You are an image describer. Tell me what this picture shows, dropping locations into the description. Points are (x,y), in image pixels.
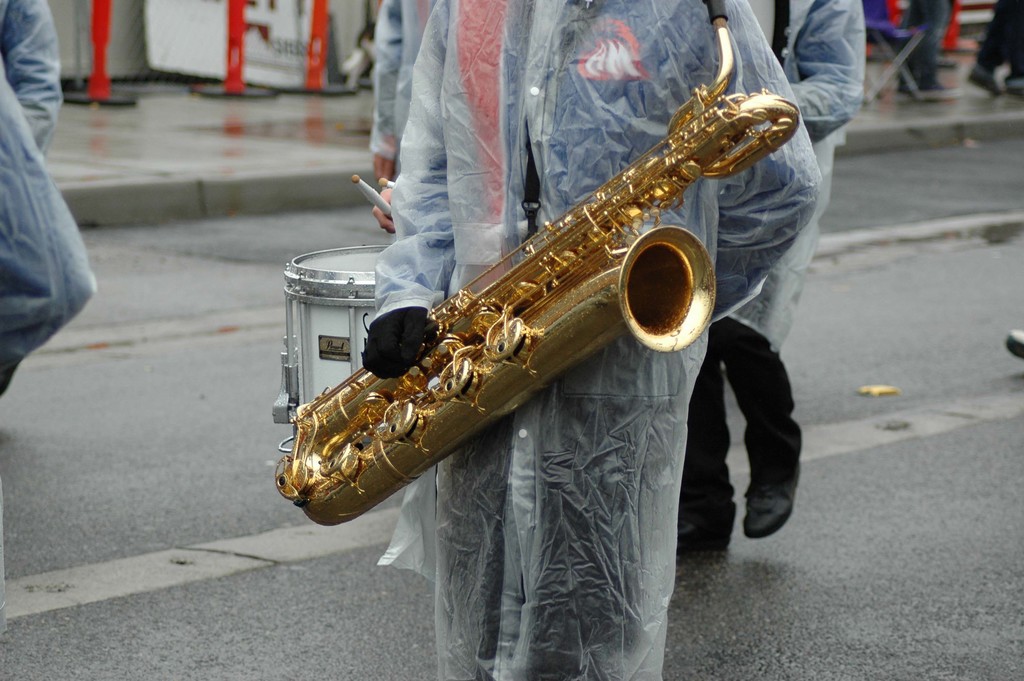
This image consists of some persons (641,367), who wear some coats (526,456). They are holding musical instruments (339,399).
